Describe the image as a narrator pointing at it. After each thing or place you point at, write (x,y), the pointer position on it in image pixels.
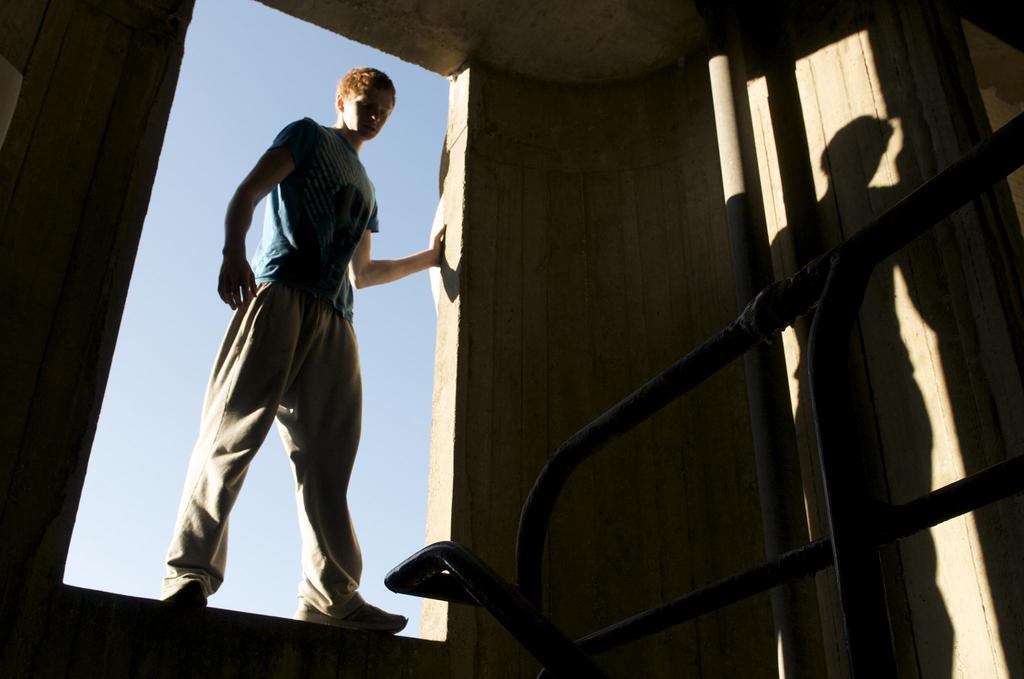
Here we can see a person (373,621) and this is wall (648,482). There is a pole (780,642). In the background (306,45) there is sky (160,465).
